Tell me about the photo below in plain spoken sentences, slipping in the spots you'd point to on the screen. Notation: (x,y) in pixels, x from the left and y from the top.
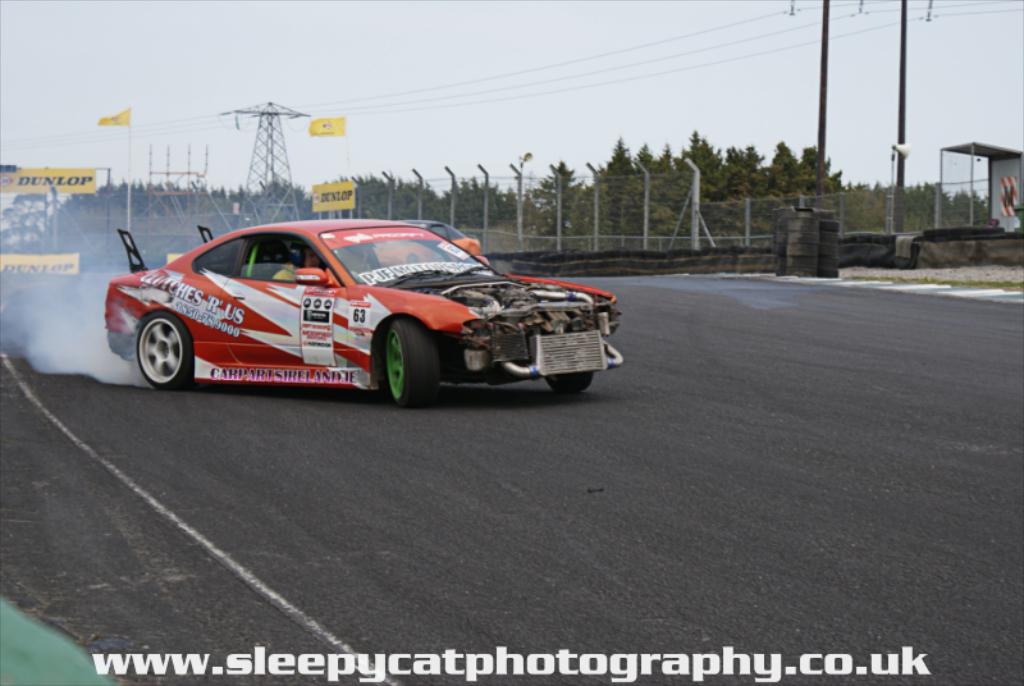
In this picture we can see a sports car (354,330) on the road (351,434). Behind the car (294,379) there is the fence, poles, banners (331,203), flags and electric poles (274,126) with cables (220,112). Behind the poles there are trees (461,195) and the sky (386,80). On the image there is a watermark (765,674).
